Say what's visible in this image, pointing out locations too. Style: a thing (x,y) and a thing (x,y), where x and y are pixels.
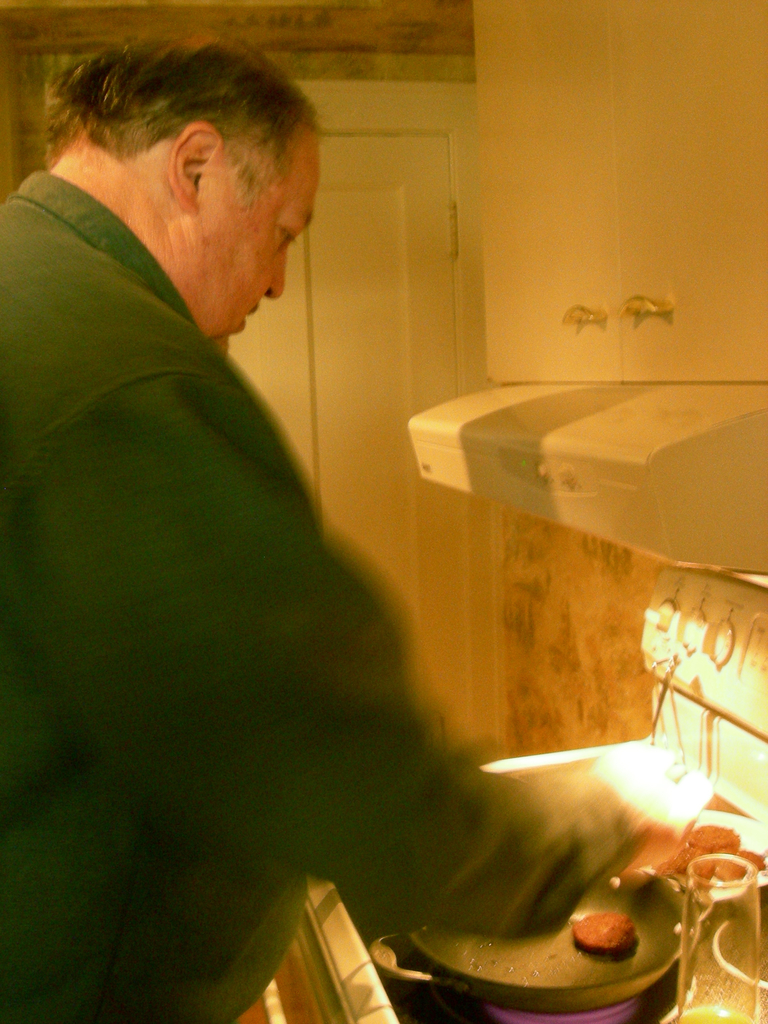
In this image in the center (380,664) there is a man (162,574) standing. On the right side (725,963) there is a glass (686,945) and there is a pan (584,952), on the pan (527,959) there is a patty (604,930) and there is wardrobe (648,347) on the wall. In the center (362,389) there is a door (349,394) which is white in colour and on the right side (698,641) there are switches (716,650).
